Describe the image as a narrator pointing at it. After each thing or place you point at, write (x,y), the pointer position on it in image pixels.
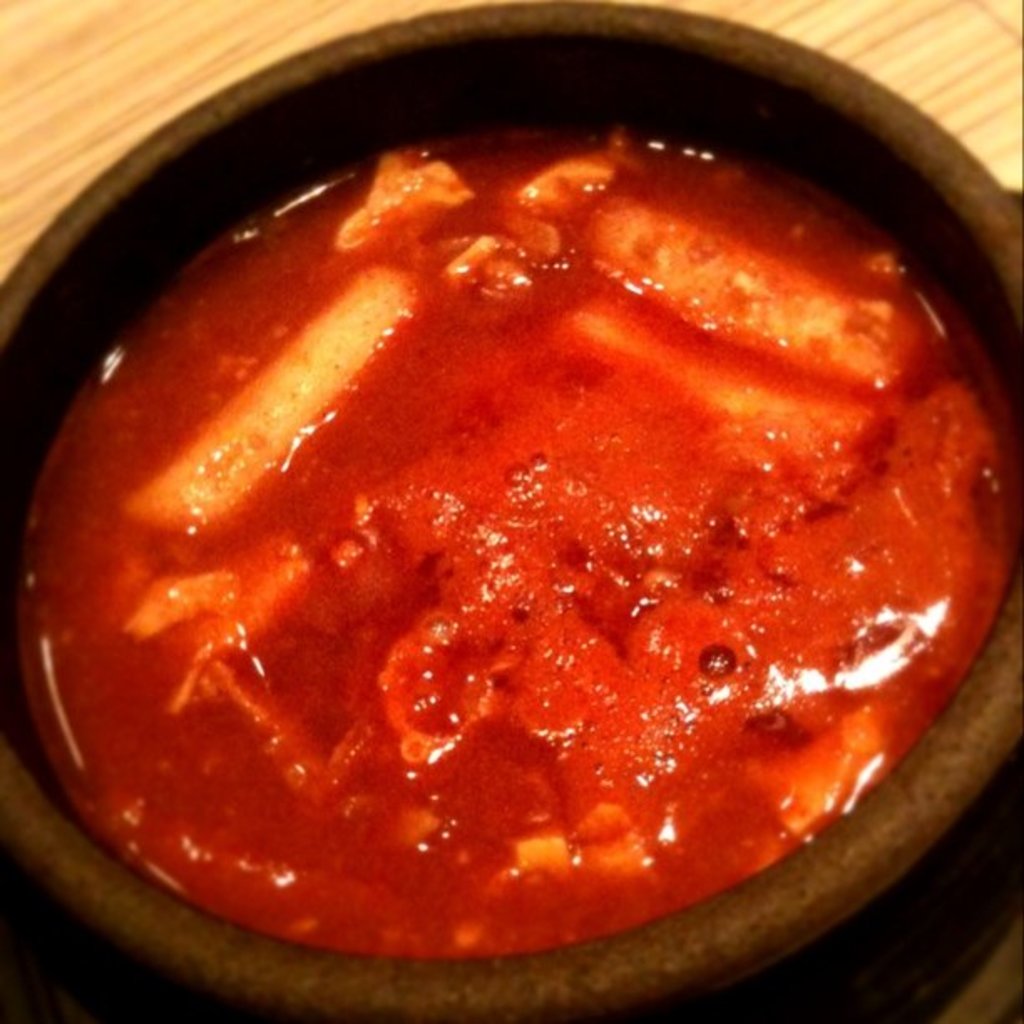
This image consists of a bowl (81,208). In that there is something like a soup (314,438). It is in red color.
